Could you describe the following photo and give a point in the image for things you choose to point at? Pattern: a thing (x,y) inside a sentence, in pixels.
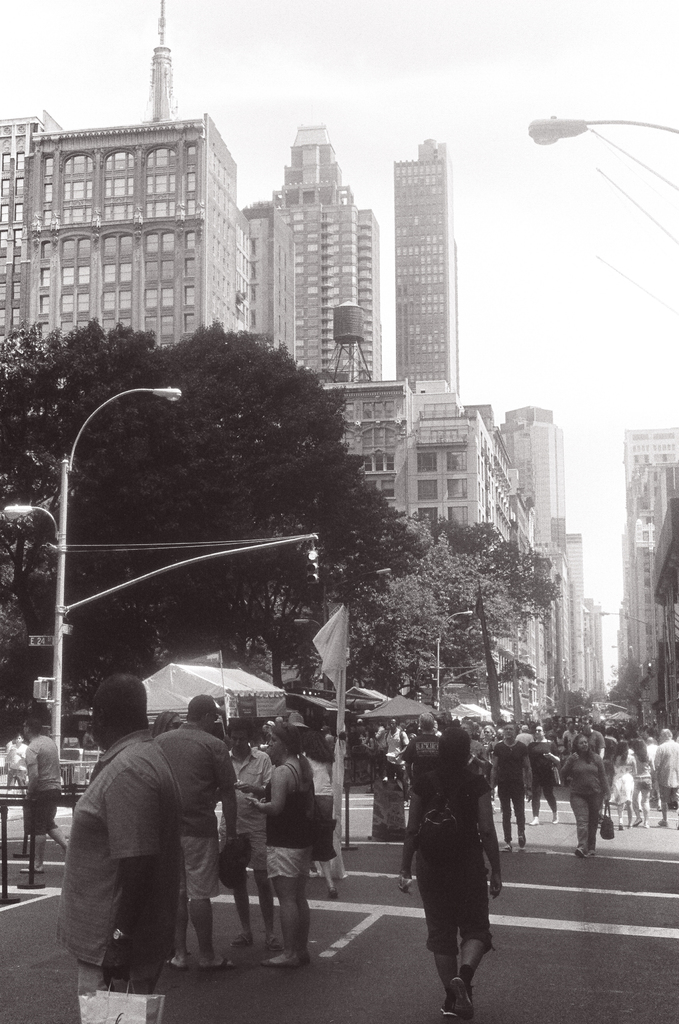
Here in this picture we can see number of people (278,778) standing and walking on the road (399,861) over there and we can see light posts (66,517) present all over there and we can also see trees (191,480) present over there and we can see buildings (368,250) present on either side of the road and we can also see clouds (675,178) in the sky (255,160) and on the ground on the left side we can see a tent (269,695) present on the road (359,861) over there.
